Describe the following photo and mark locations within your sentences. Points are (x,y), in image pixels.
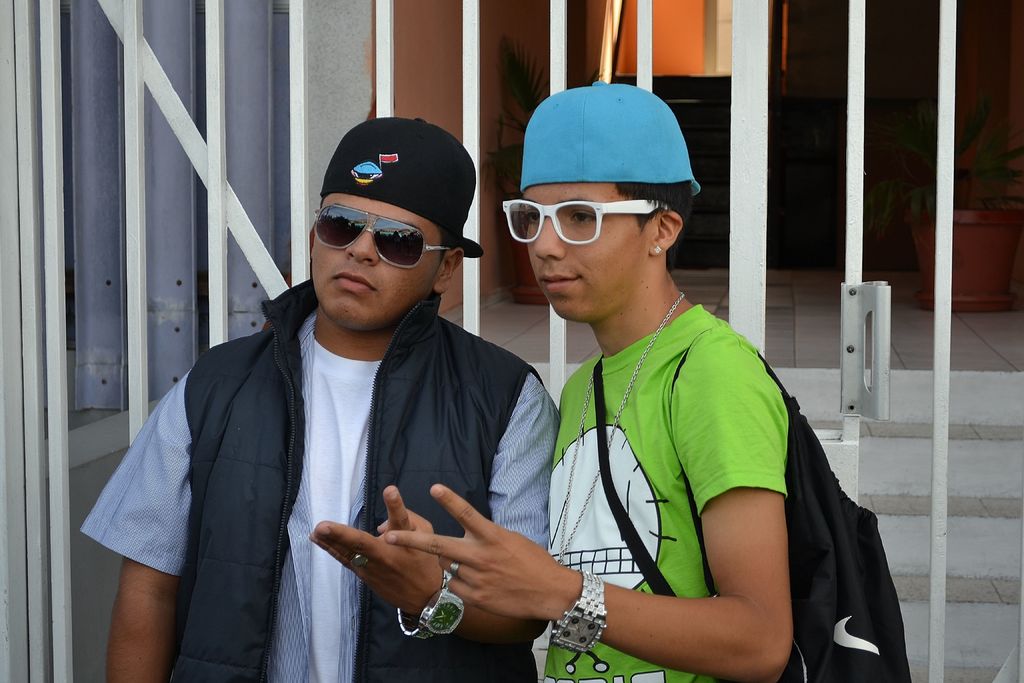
In this picture I can observe two men (545,237) wearing spectacles (520,222) and caps (453,151) on their heads (643,259). Behind them there is a white color gate (299,113).
